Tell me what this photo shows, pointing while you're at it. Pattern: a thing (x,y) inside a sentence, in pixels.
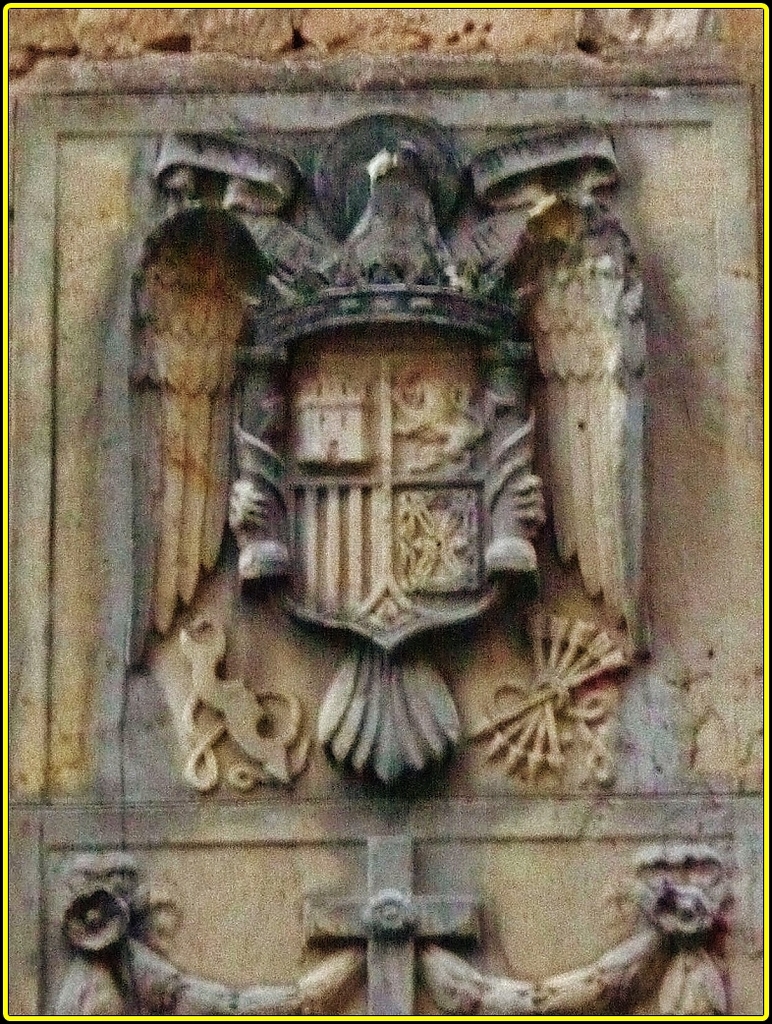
In this image there is a sculpture (374,137).
